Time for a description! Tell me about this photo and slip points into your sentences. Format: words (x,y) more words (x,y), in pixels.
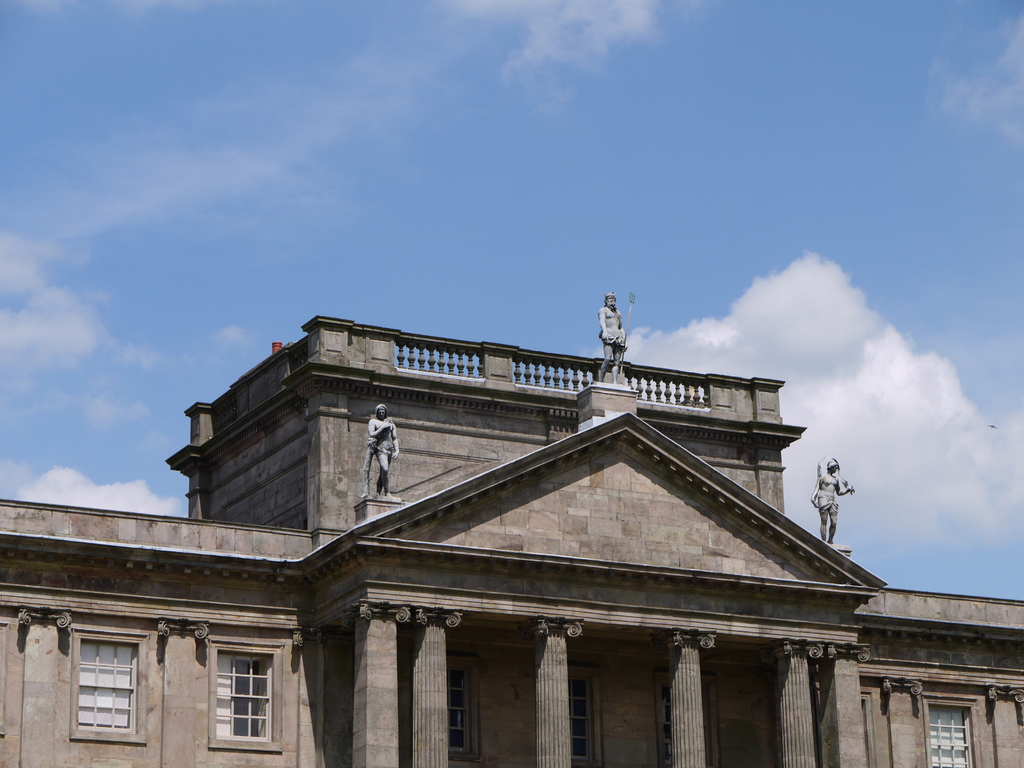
In this picture I can see a building (685,673) and few statues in the middle (650,509). At the top (668,226) there is the sky (641,233).
